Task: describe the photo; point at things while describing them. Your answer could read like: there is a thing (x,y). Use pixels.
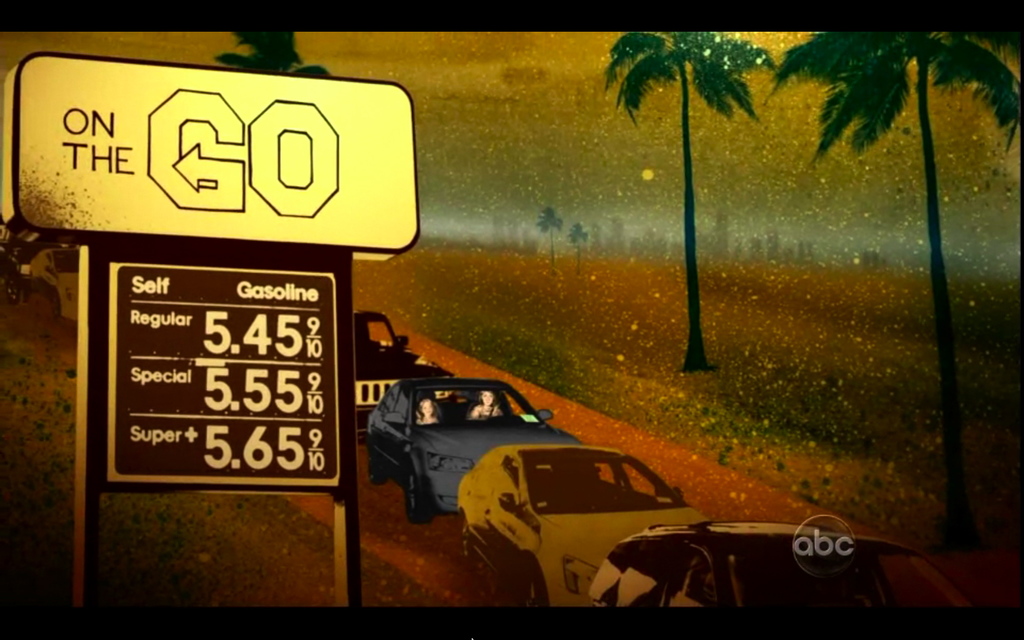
In this picture I can see a poster (625,542) with few cars (822,568), trees (736,78) and I can see text (158,314) and few numbers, looks like a graphical image of board (146,465) on the left side of the picture (146,473).
